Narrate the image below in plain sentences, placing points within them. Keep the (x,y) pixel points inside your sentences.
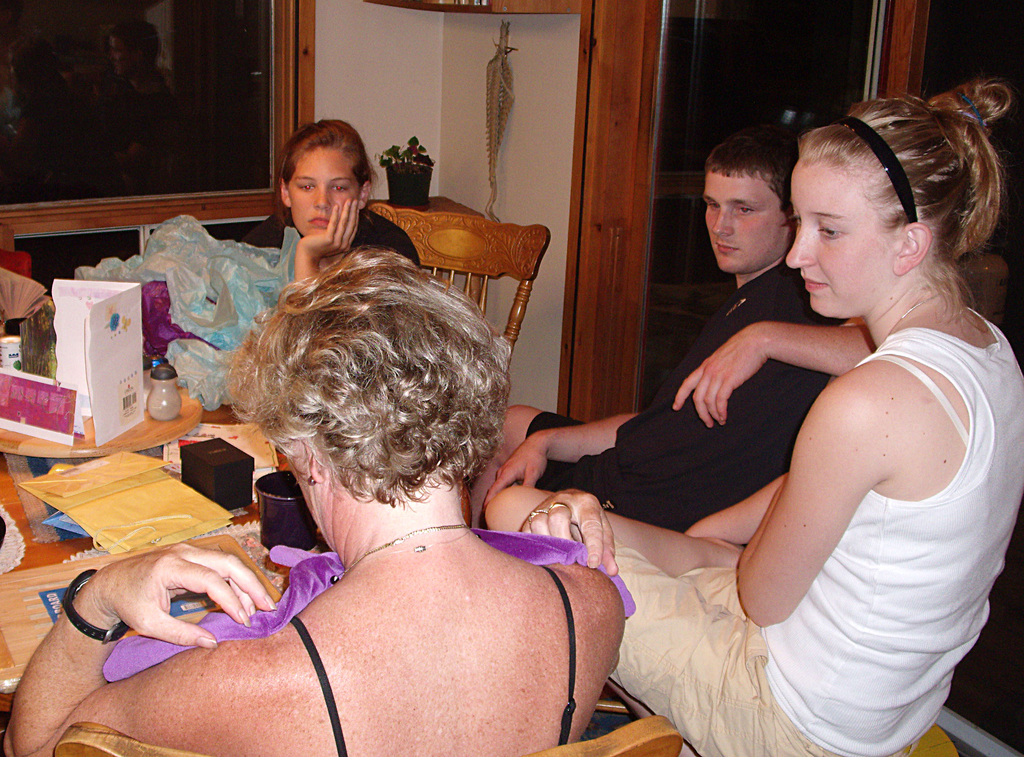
In a given image i can see a people (293,379), plant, chairs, table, cards (73,423), clothes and some other objects (281,489).
